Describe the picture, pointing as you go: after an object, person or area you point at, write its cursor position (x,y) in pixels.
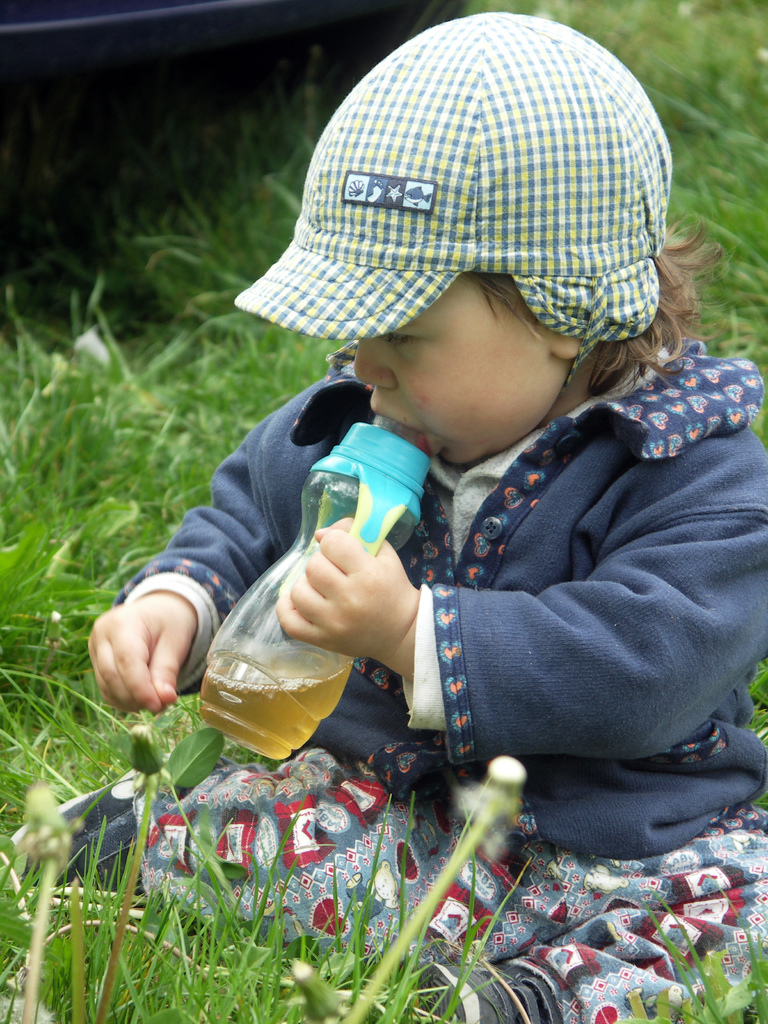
In this picture we can see a girl (331,320) who is holding a bottle (274,709) with her hands (404,618). She wear a cap (465,138) and this is grass (117,421).
